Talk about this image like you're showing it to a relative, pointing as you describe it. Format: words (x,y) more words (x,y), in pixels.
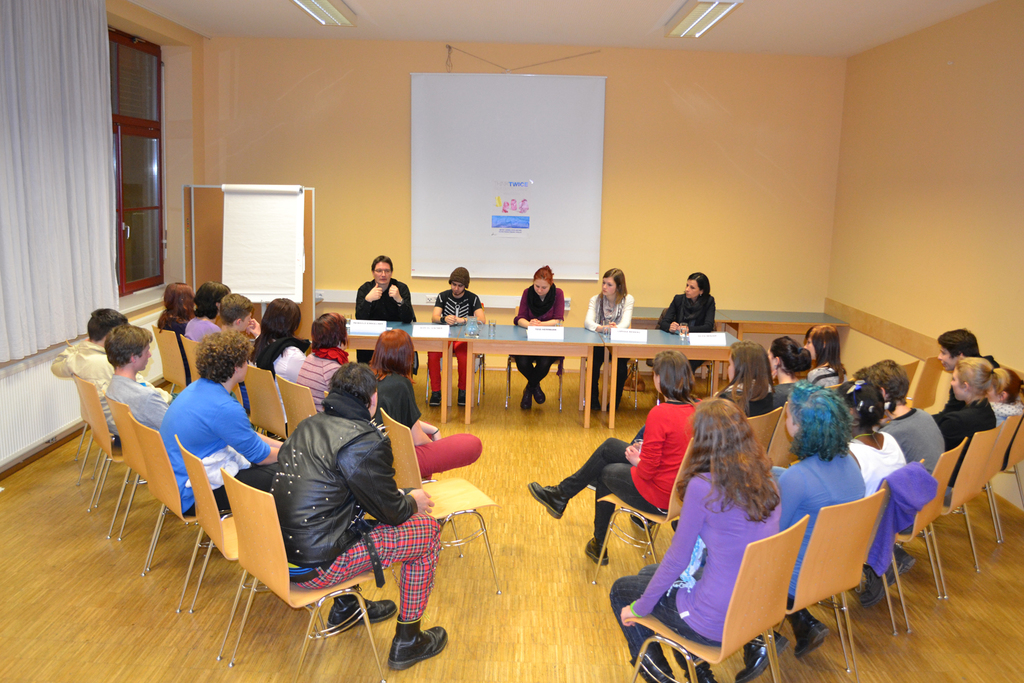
This image is taken inside a room (858,446). There are many people (200,378) in this room (337,513). They are sitting on the chairs (779,414). In the bottom of the image (122,615) there is a floor (524,616). In the middle of the image (634,329) there are three tables (567,341) and few things (469,333) on them. In the background (21,327) there is a wall (764,190) with board (556,189), window (153,170) and curtains (37,214) on it. At the top of the image (302,22) there is a ceiling (354,32) with lights (689,19).
